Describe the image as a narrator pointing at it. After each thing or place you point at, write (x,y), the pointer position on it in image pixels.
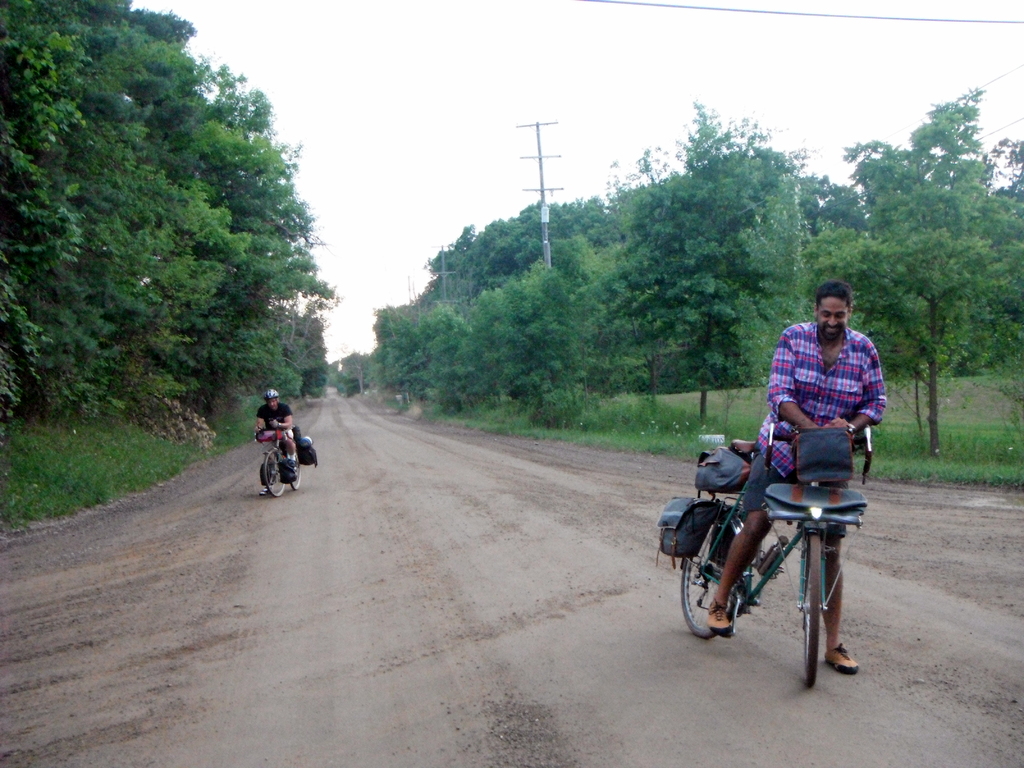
As we can see in the image there is a sky (377,136), trees (74,211), current pole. two people (779,457) sitting on bicycles (704,486) and on bicycles (726,508) there are bags (720,478).
